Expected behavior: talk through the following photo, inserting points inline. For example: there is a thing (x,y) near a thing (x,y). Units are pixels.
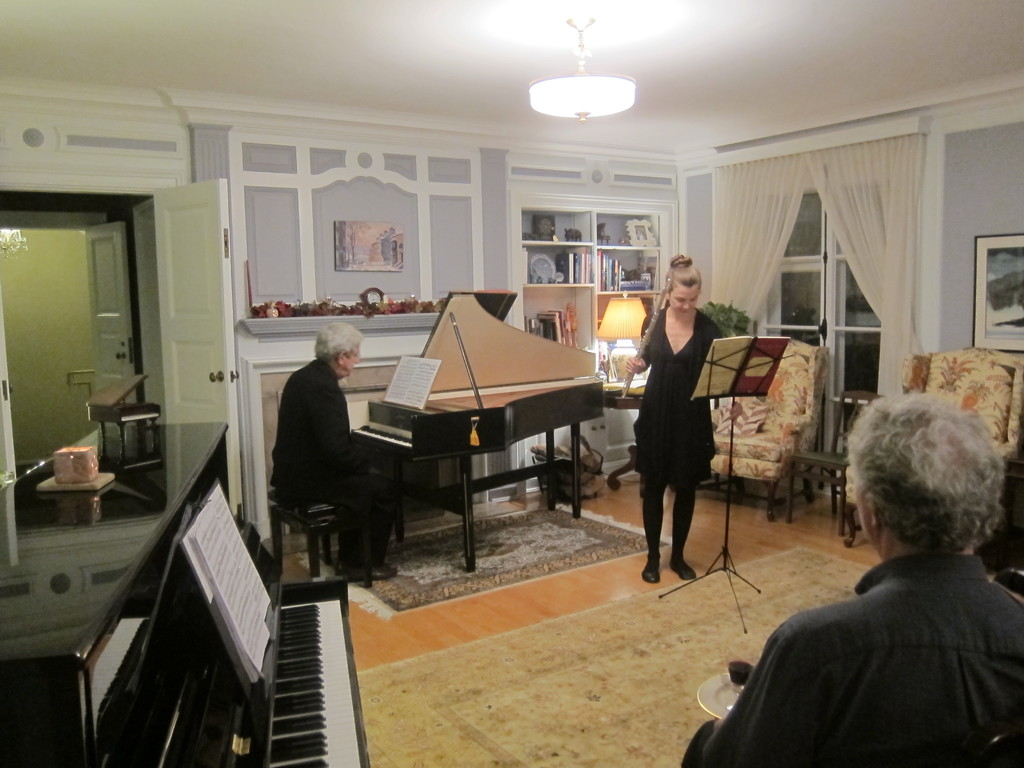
In this image I see 3 persons (373,529) and one of them is a woman (671,283) and she is standing on the floor (407,725) and there are 2 pianos (33,753). In the background (399,282) there is a door (218,194), the wall (1014,134), a window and a curtain (887,393) on it, a photo frame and a sofa set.
